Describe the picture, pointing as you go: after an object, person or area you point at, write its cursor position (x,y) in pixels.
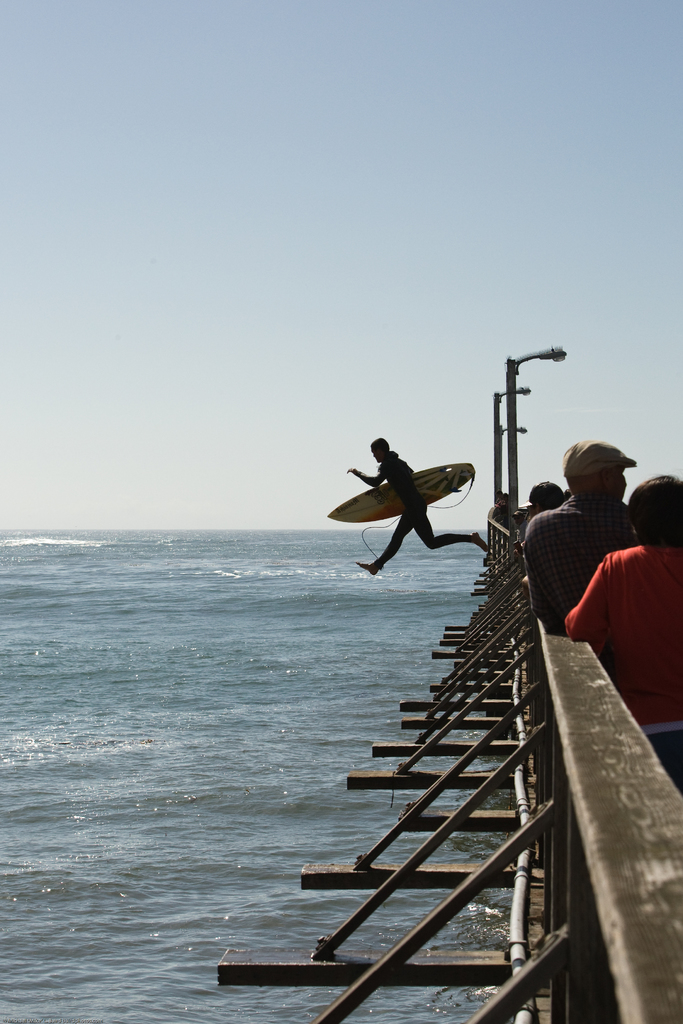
In this image, There is a wall (621,767), and a man (400,482) is diving in the water (249,660), There is water (105,654) which is in blue color, There are some people (644,648) standing at the wall (652,943), And there are some street lights (508,423) on the wall (565,670), And there are some metal rods (425,883) which are in black color which is attached to the wall (577,696).
